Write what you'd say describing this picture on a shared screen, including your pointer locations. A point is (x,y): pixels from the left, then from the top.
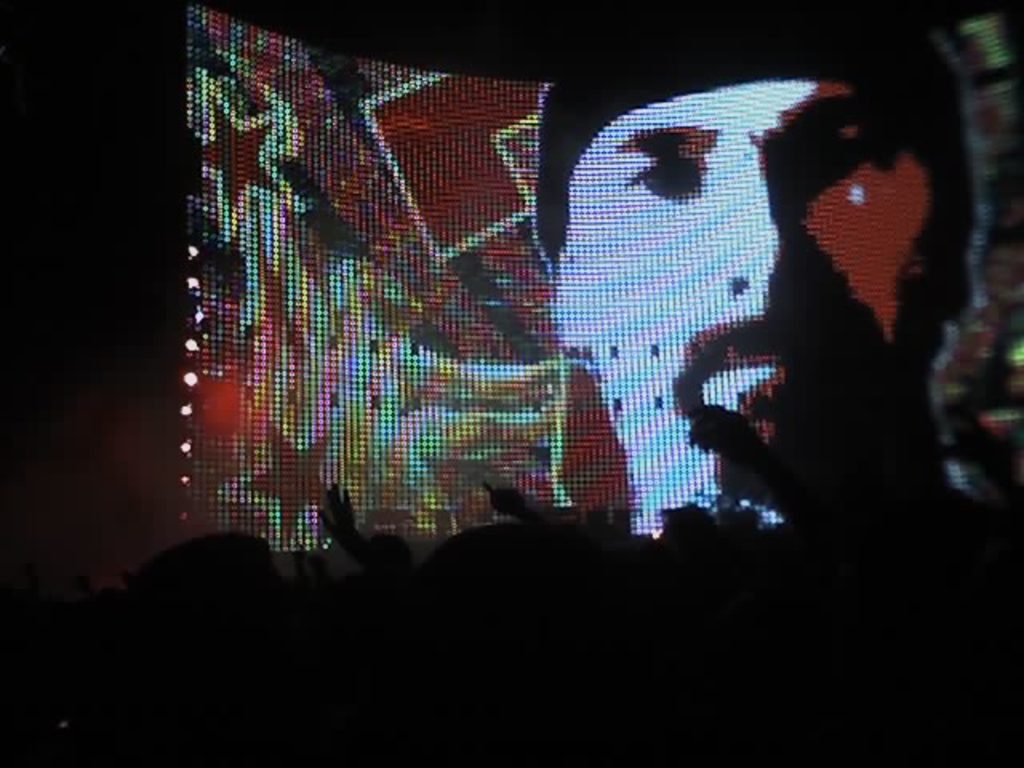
This picture is dark, we can see a screen (352,471), in this screen (593,294) we can see a person face (724,340).
